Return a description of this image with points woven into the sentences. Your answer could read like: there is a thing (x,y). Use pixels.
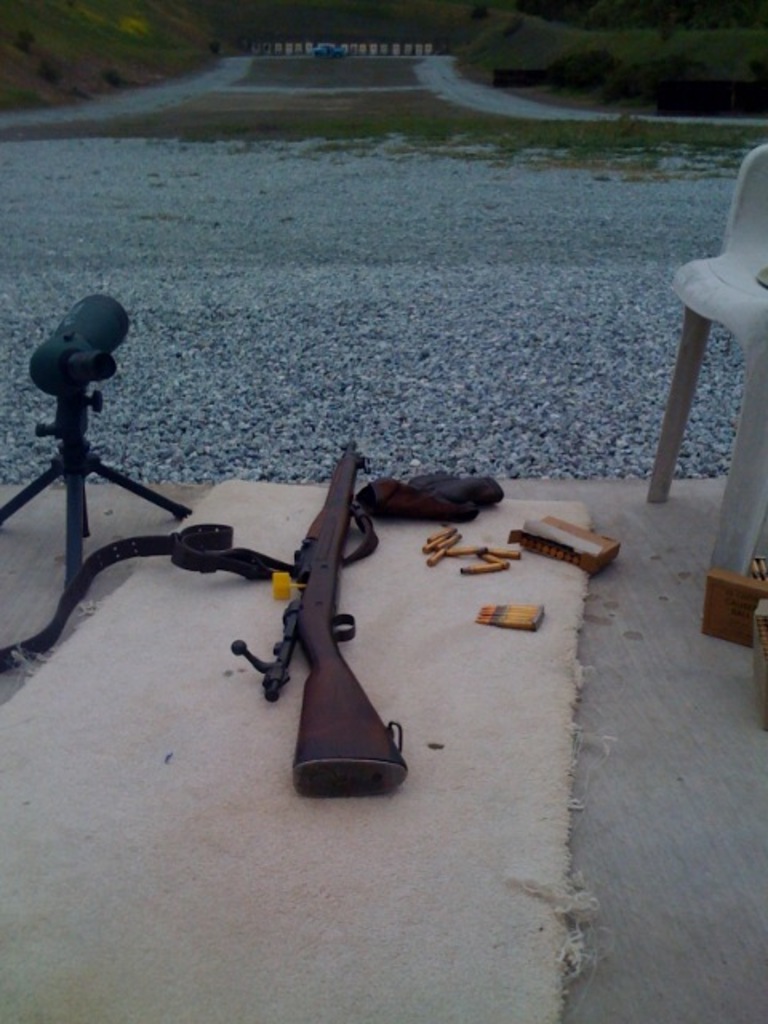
In the center of the image (352,442), we can see a stand (117,483), belt (121,558), gun (333,680), boxes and other objects (454,539) and a chair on the board (581,816) and we can see mat (355,857). In the background (350,301), there are stones (412,285) and we can see poles (359,50) and a vehicle (332,49) on the road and there are hills (574,45).
